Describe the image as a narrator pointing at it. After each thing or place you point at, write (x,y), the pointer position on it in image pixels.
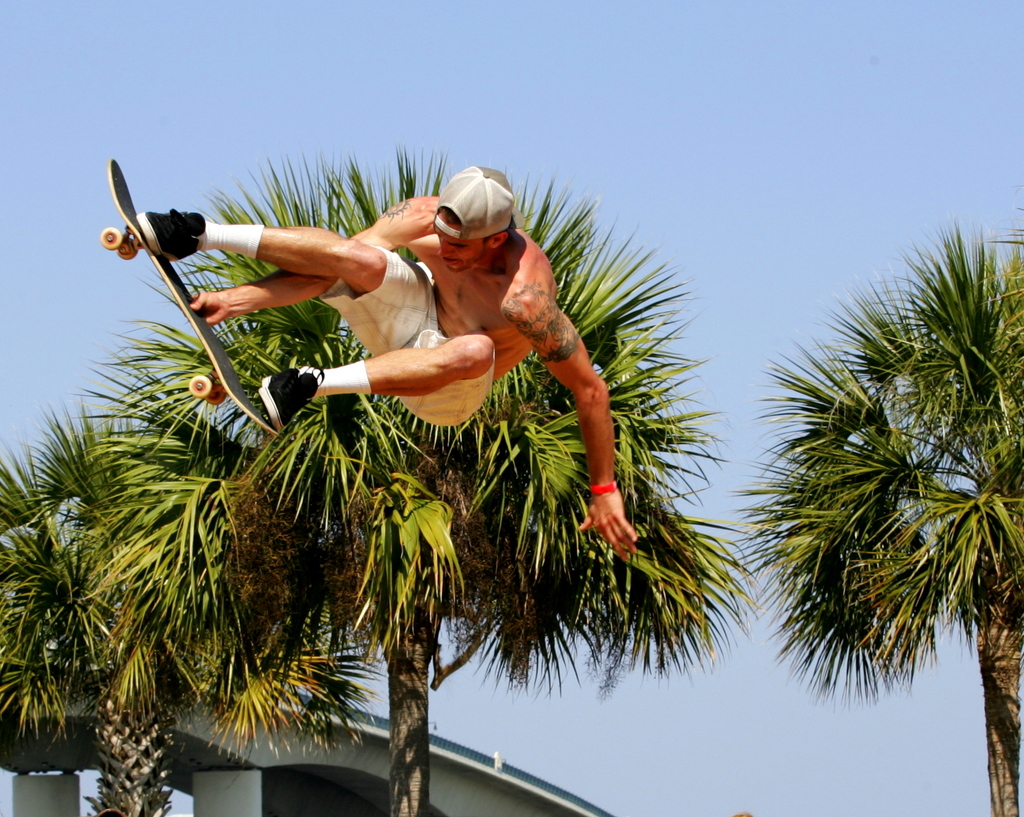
In this image I can see a person (305,297) jumping on skateboard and I can see the sky (582,75) and tree (225,558).
